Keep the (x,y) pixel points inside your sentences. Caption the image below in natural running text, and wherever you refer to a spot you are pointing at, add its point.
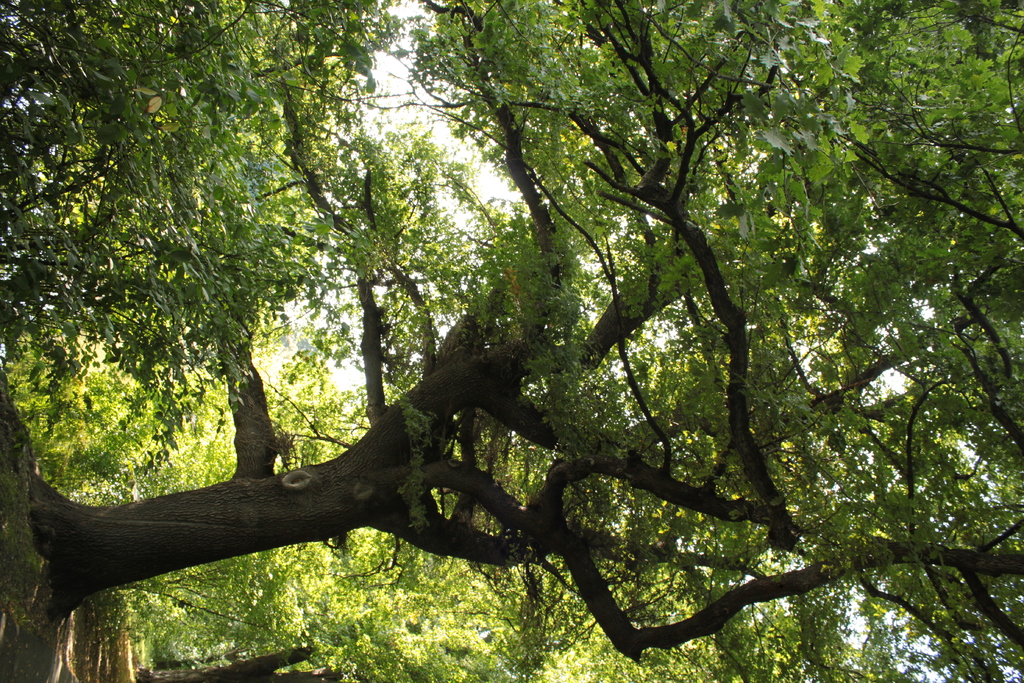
In this picture I can see the trees (459,450). I can see the branches (534,443) of the tree (649,365).
